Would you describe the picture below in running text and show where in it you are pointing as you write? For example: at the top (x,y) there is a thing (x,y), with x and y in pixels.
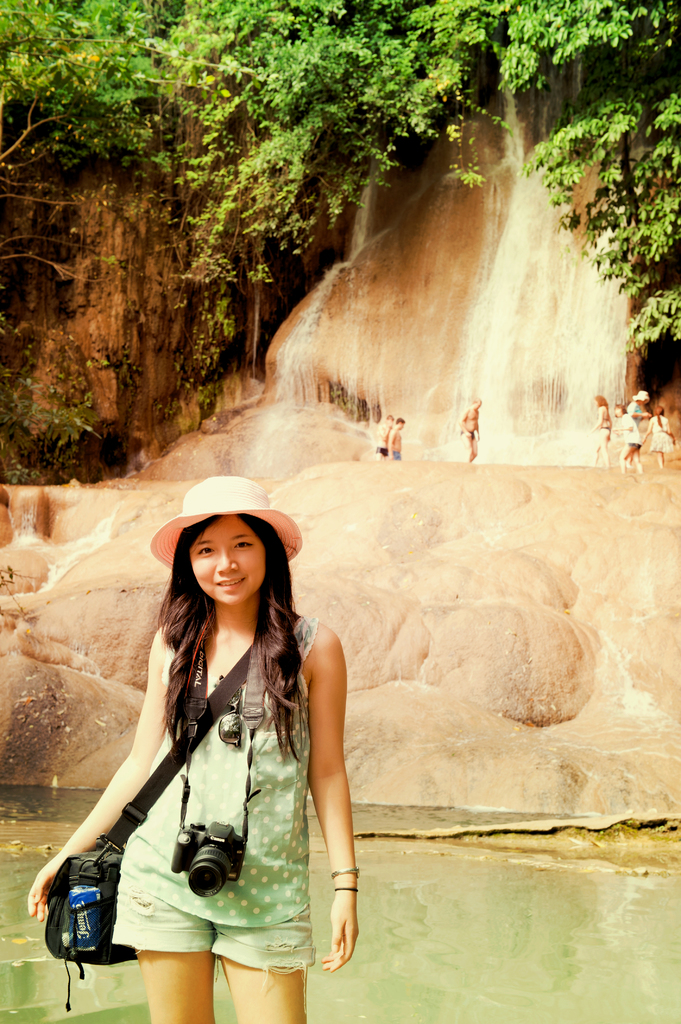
Here I can see a woman (232,621) wearing a bag (166,771) and a camera (181,838), standing, smiling and giving pose for the picture. At the back of her, I can see the water (454,930). In the background (421,407) there are few rocks (318,353). At the top of the image (382,71) there are some trees (220,33).
